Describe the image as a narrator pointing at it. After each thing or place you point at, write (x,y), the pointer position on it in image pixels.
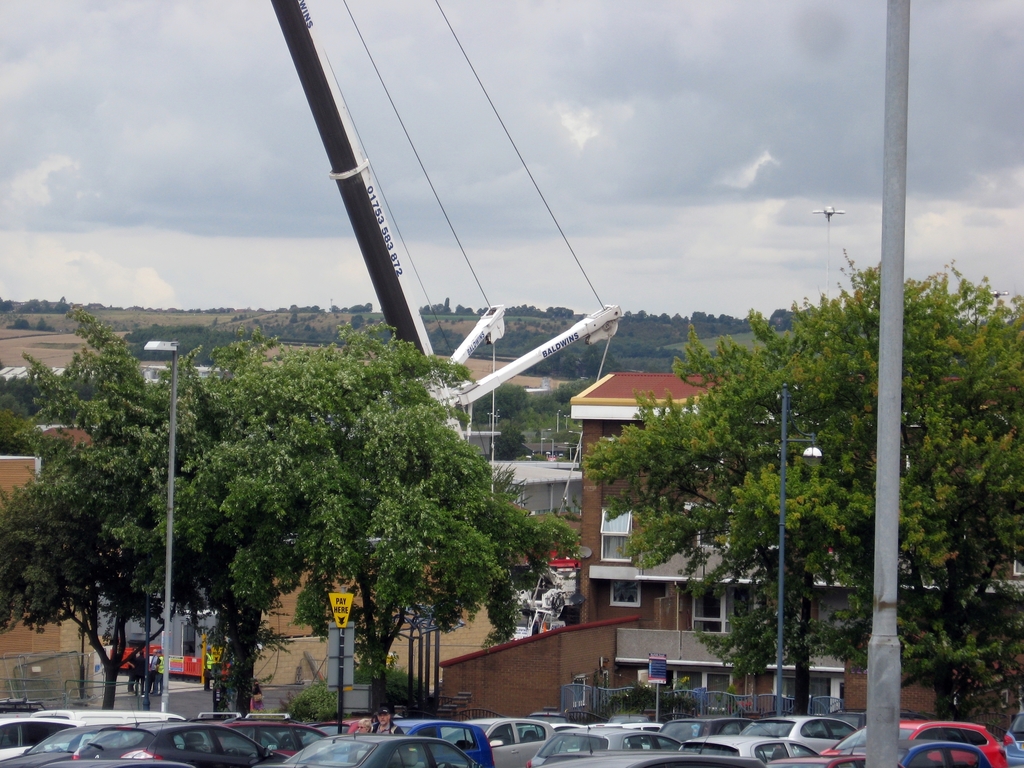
There is a building (571,653) and in front of the building (698,606) there are plenty of cars (635,748) and some trees (404,607), in the left side behind the trees (212,514) there are huge cranes (499,372) inside the ground (179,680) and behind the cranes (386,289), in the background (533,418) there are lot of trees (433,346).
